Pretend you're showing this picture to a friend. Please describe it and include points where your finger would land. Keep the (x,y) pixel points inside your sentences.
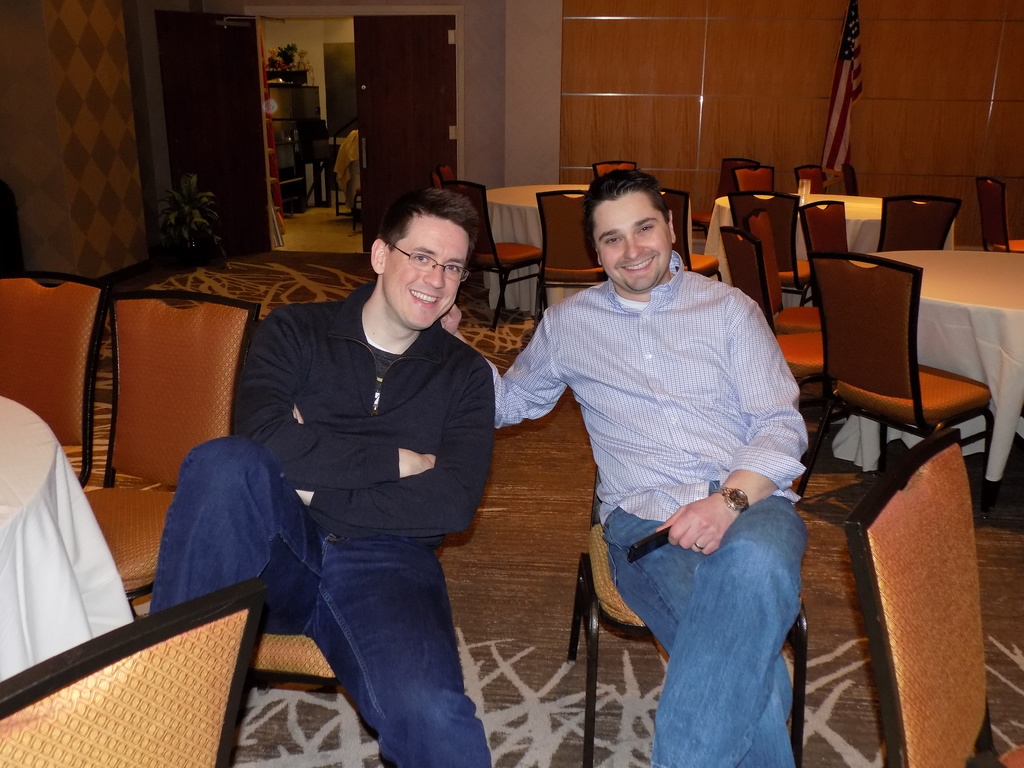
There are two people (414,470) sitting on the chairs (589,571) and smiling. These are the empty chairs (847,325). This is a table (984,330) covered with white cloth (983,306). At background (414,66) I can see a door (371,133) with the door handle (364,152). Here is the house plant (207,226) and the flag (843,144) is hanging to the pole (848,115).
